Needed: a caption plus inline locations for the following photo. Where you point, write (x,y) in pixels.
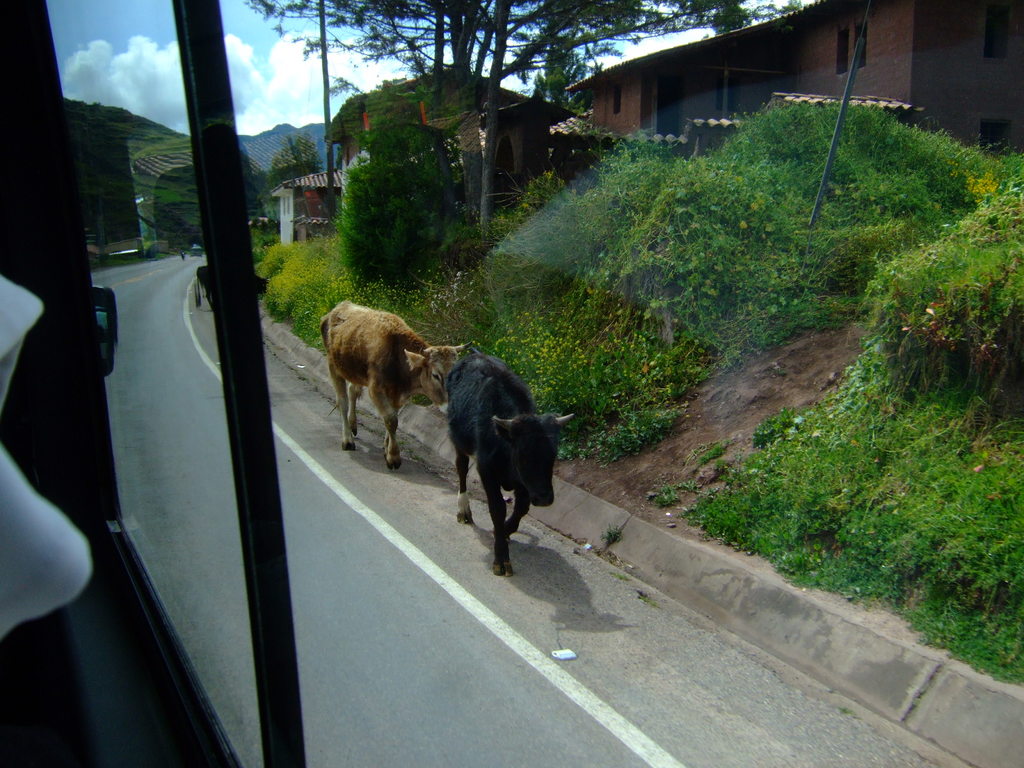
In this image I can see two animals (482,453) which are black, brown and white in color are standing on the road (489,553). In the background (197,319) I can see the road (178,334), few vehicles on the road (190,270), few mountains (295,133), few trees (284,176), few buildings (474,140) and the sky (288,65).
